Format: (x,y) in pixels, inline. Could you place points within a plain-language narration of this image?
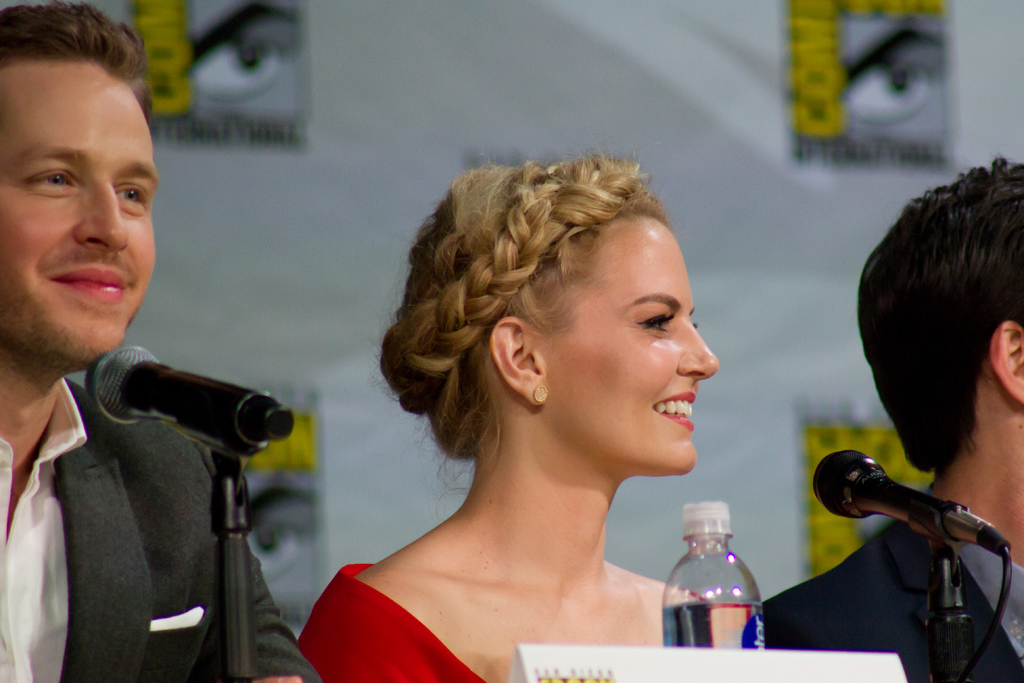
To the left corner (43,494) there is a man (77,493) with grey jacket (80,567) and white shirt (17,581) is sitting. He is smiling. In front of him there is a mic (167,416). Beside him in the middle (667,386) there is a lady (383,631) with red dress (355,626) is sitting and she is smiling. And in front of her there is a bottle (716,593), mic (877,469) and a white card (569,682). And beside her to the right side (993,523) there is another man (986,582) with blue jacket (875,597) and blue shirt (1018,595). In the background (785,277) there is a poster (667,138).
